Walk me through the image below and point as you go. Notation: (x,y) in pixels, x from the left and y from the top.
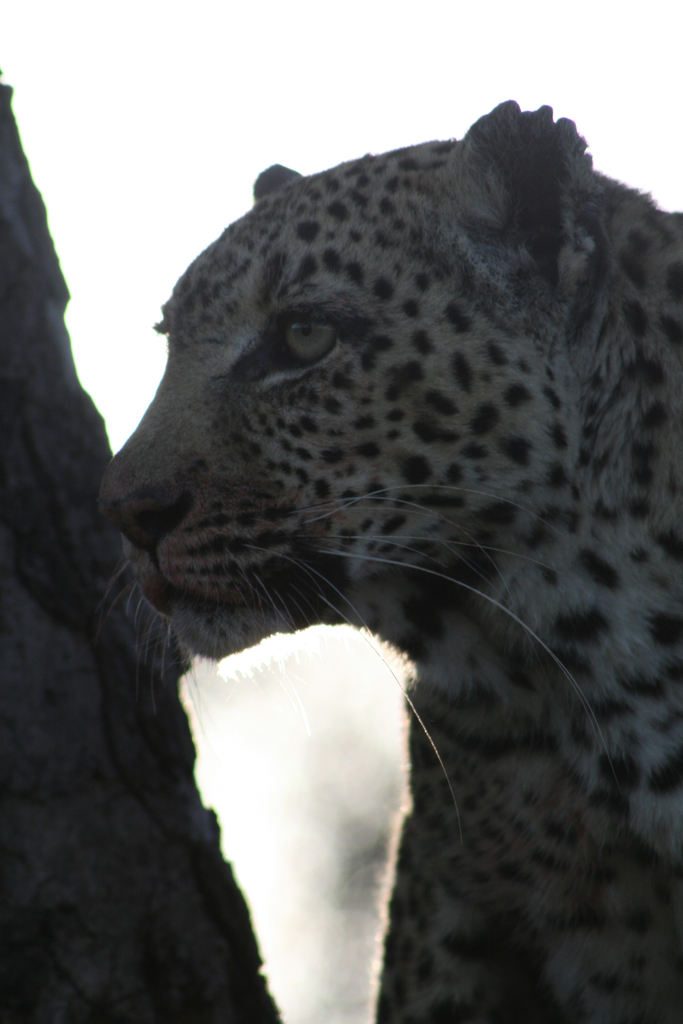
In front of the image there is a leopard (481,900). Behind the leopard (204,611) there is a trunk (36,993) of a tree (134,800).
